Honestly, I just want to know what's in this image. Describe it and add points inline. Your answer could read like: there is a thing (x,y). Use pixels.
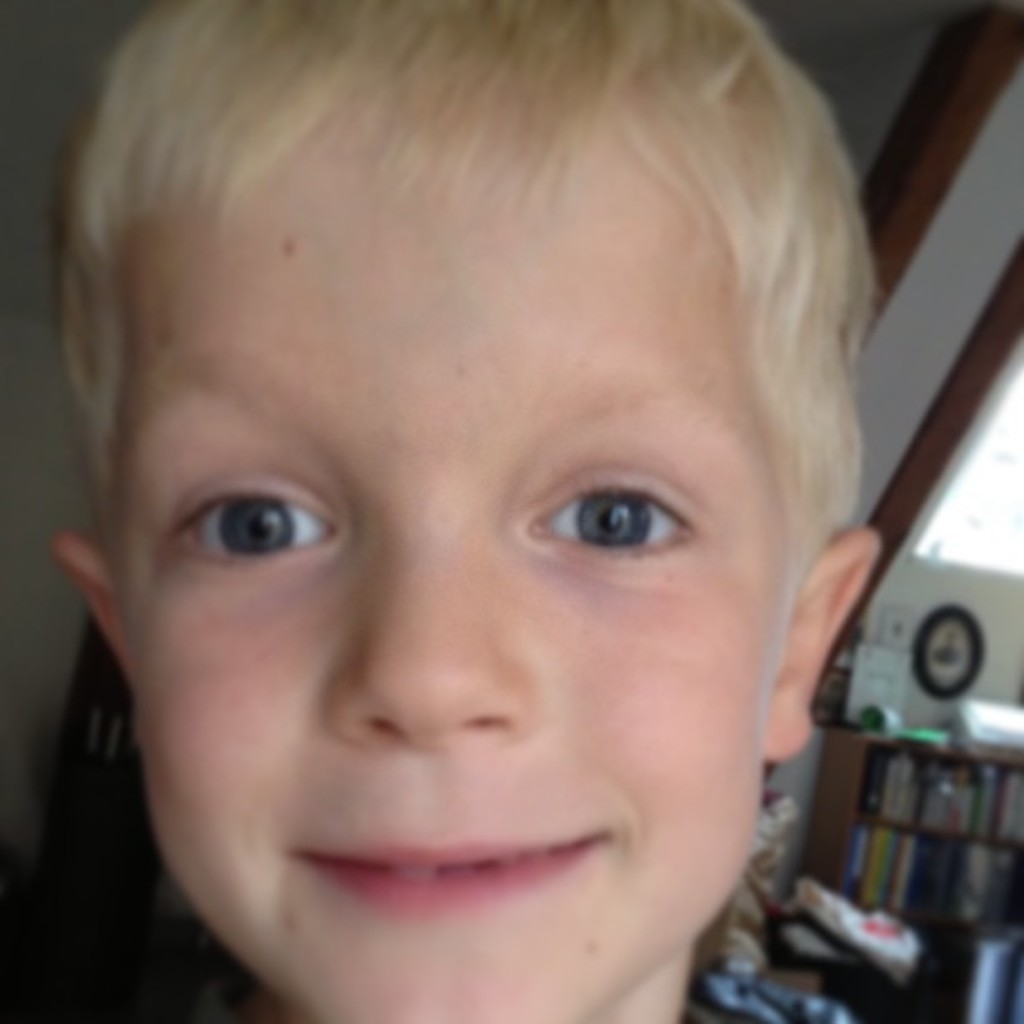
In this image I can see the person (453,728). In the background (734,954) I can see the rack (904,874) with books (905,874), some objects (935,657) and many papers (900,649).
